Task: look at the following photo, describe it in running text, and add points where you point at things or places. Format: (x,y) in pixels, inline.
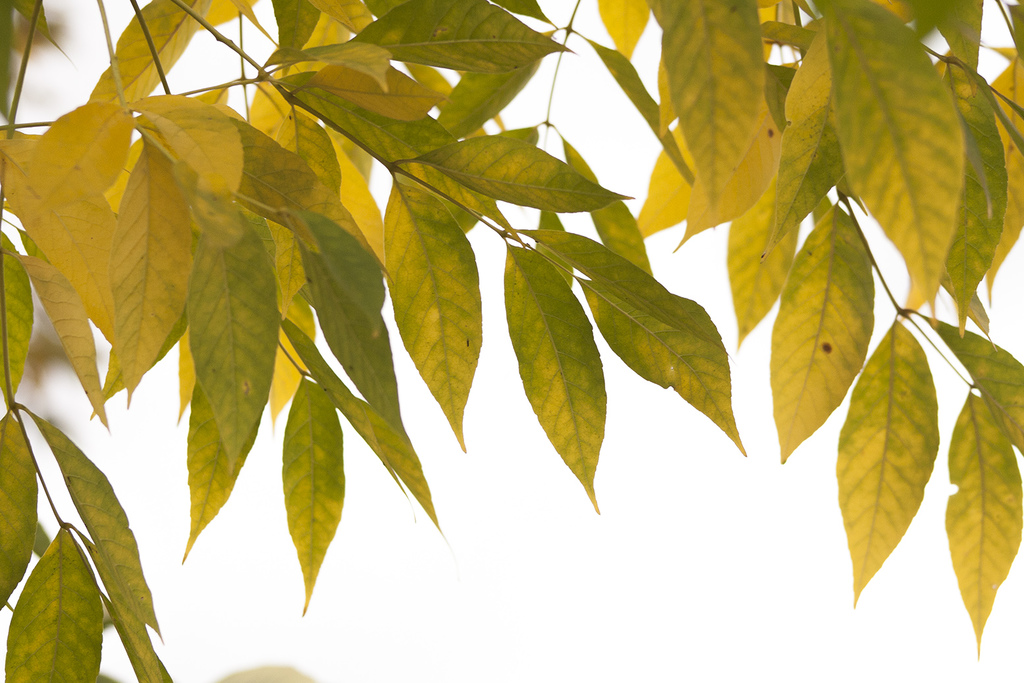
This image consists of green leaves (109,378). The background (372,614) is blurred.
